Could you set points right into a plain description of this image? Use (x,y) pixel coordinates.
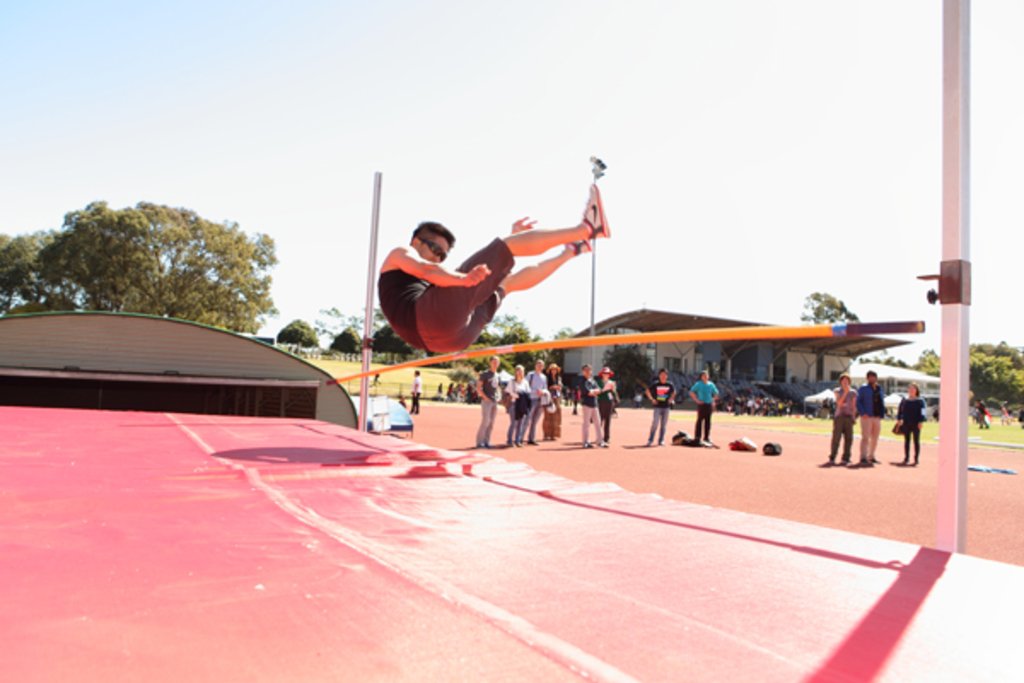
In this image there is a man (415,329) in the center (419,301) performing stunt. In the background (541,394) there are persons (659,389) standing, there is grass (400,382) on the ground (382,386), there are trees (517,360), there is a house (794,365) and there is a tent (901,378) which is white in colour and on the ground (719,440) there are objects (764,449).
